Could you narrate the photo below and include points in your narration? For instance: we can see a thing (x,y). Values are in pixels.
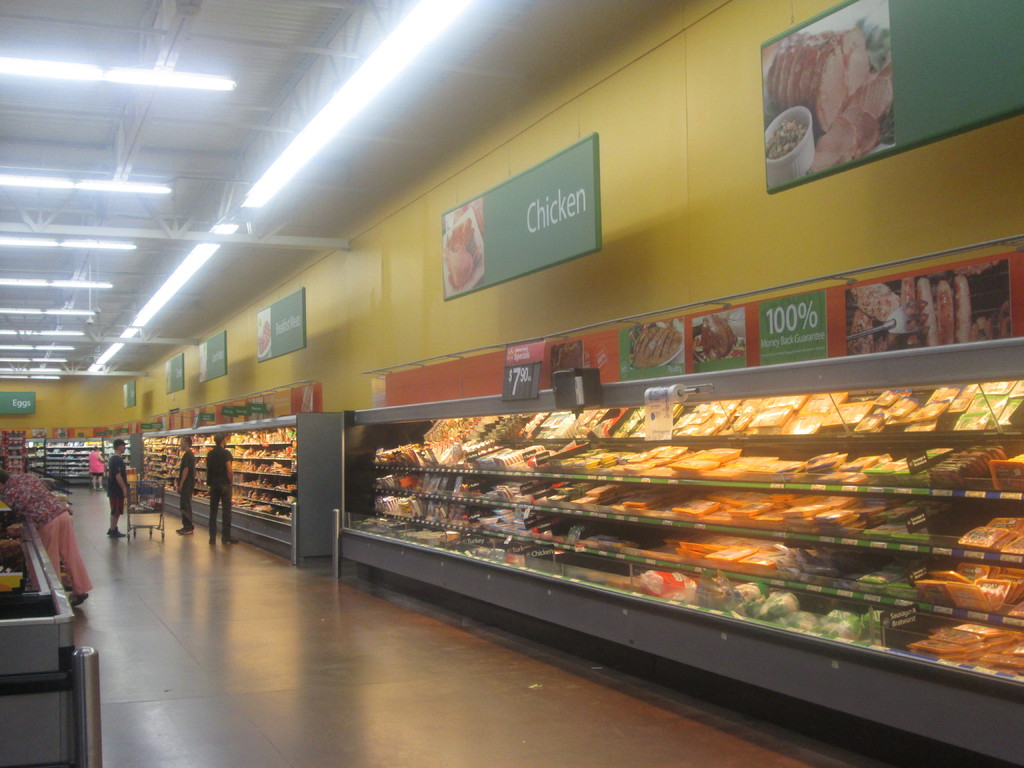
In this image we can see some food items (578,458) covered and kept in their respective racks (804,484). On the backside (257,514) we can see some people (228,518) standing on the floor (245,553) near the racks (245,521), a person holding a trolley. We can also see a wall (102,420), board (204,374), roof (87,302) with ceiling lights (82,287).
